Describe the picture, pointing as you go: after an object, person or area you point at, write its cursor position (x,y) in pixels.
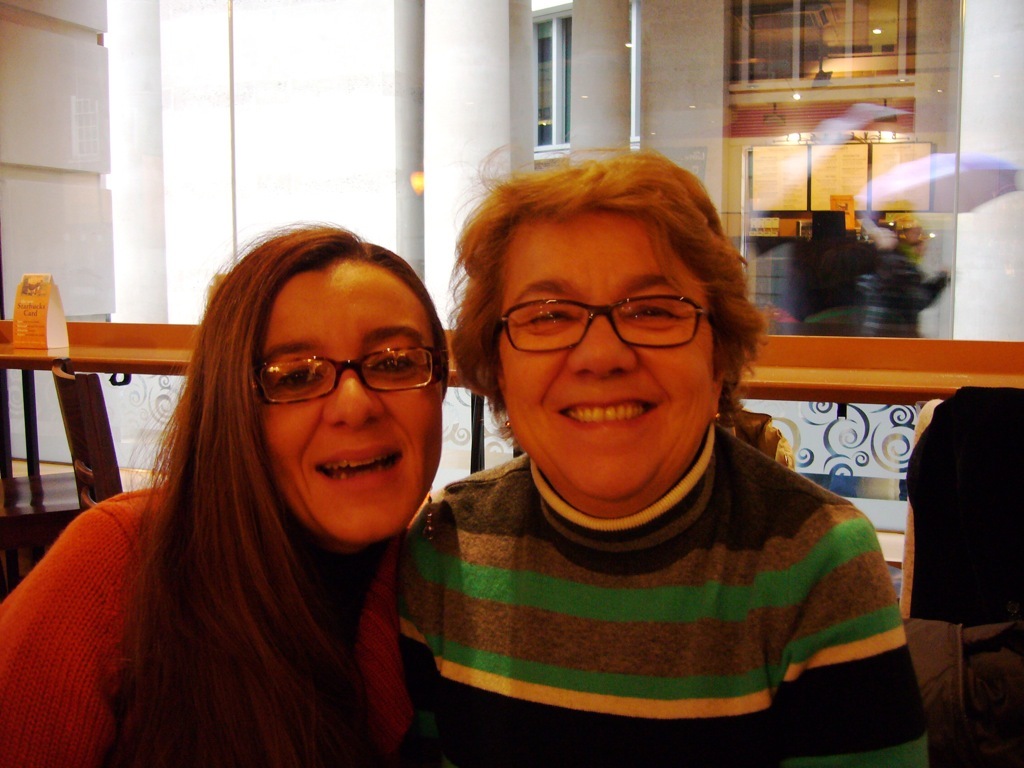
In this image there are two women (475,616). They are smiling. Behind them there is a table (858,341). There is a board (37,319) on the table (71,338). In the background (334,100) there are pillars (507,112) and glass windows (816,131) to the wall (721,107).
